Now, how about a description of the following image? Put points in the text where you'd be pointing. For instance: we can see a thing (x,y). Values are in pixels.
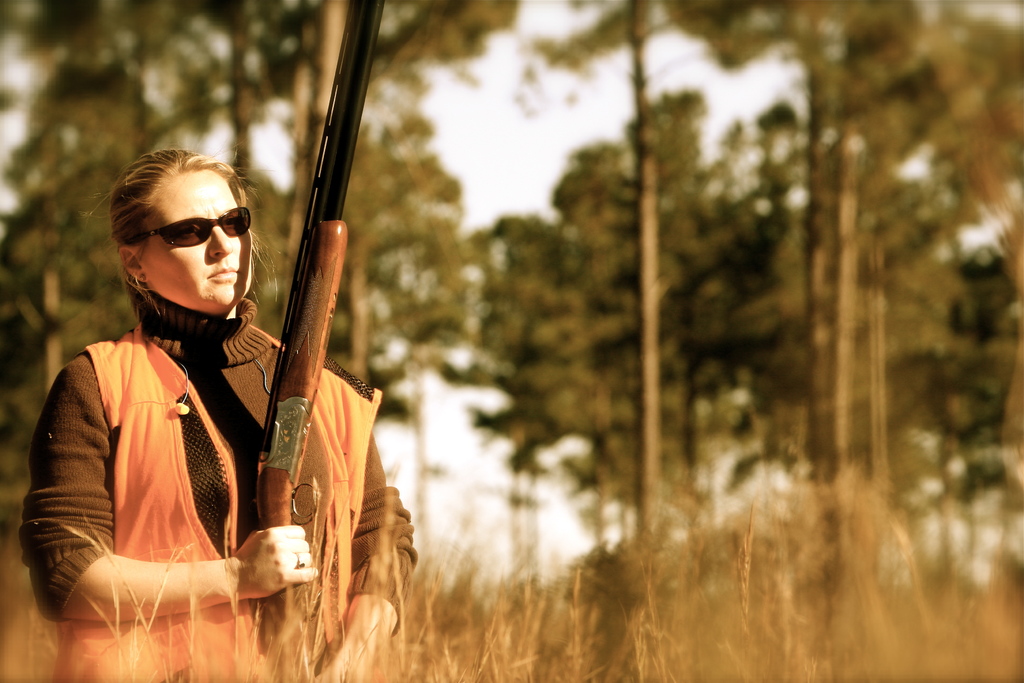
In this picture we can see a woman (214,503), she is holding a gun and in the background (460,542) we can see trees (635,534), sky (444,537).
